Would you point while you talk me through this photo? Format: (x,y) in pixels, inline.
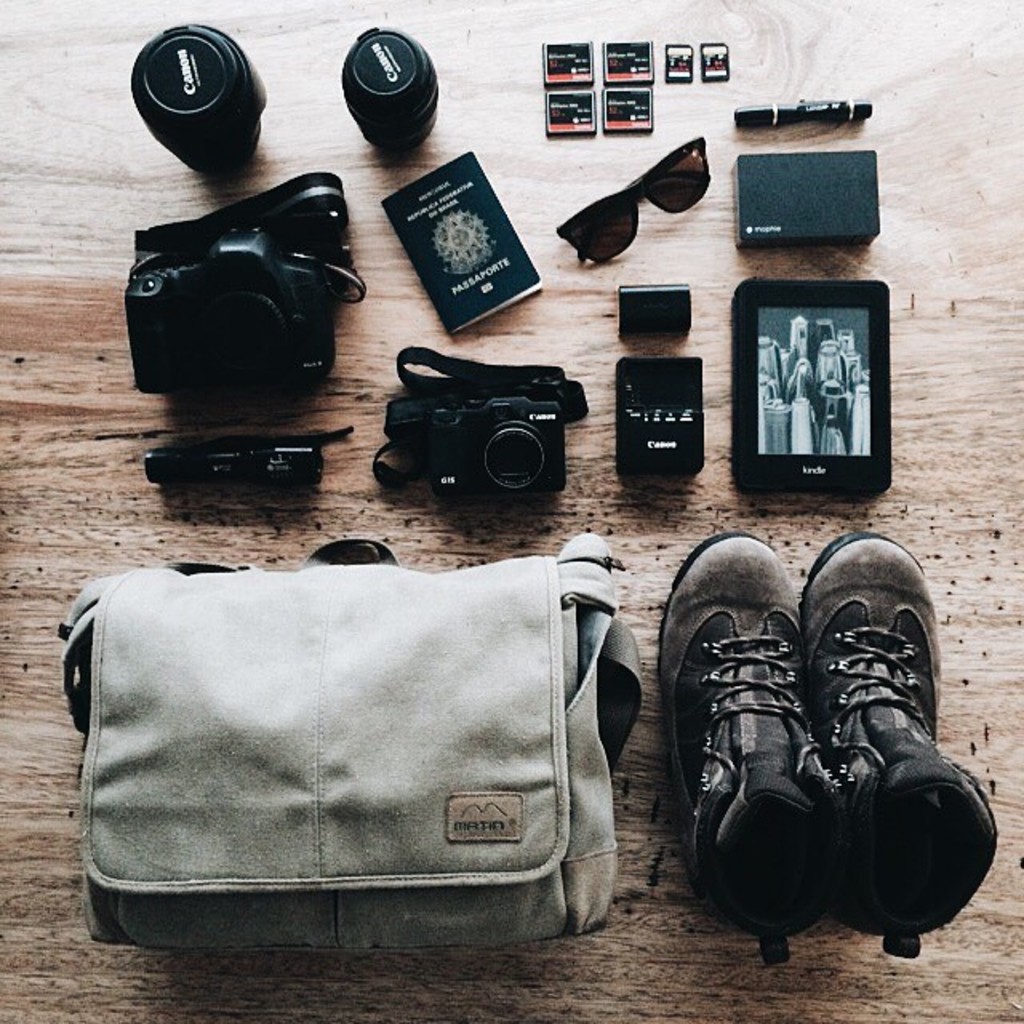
In this image i can see a objects (453,573) like a bag (377,715), shoes (728,690) and a camera (468,416) and a spectacles (598,225) and a pen (790,112) and there is a book (478,206), all are kept on the wooden table (23,530).
